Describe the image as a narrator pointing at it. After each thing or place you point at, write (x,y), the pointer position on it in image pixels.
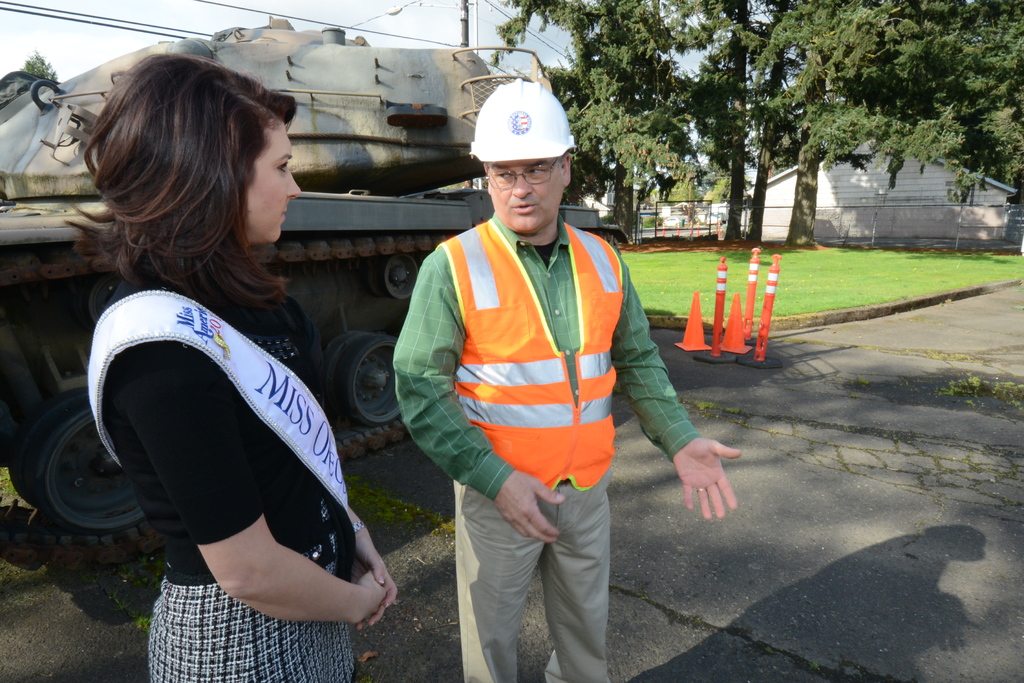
In this image we can see two people (498,430) standing. In the background of the image (405,225) there is a war tank (287,224). There are safety cones (692,335) and poles (716,292), trees (713,194), grass (874,257). At the bottom of the image (875,589) there is road (850,612).
